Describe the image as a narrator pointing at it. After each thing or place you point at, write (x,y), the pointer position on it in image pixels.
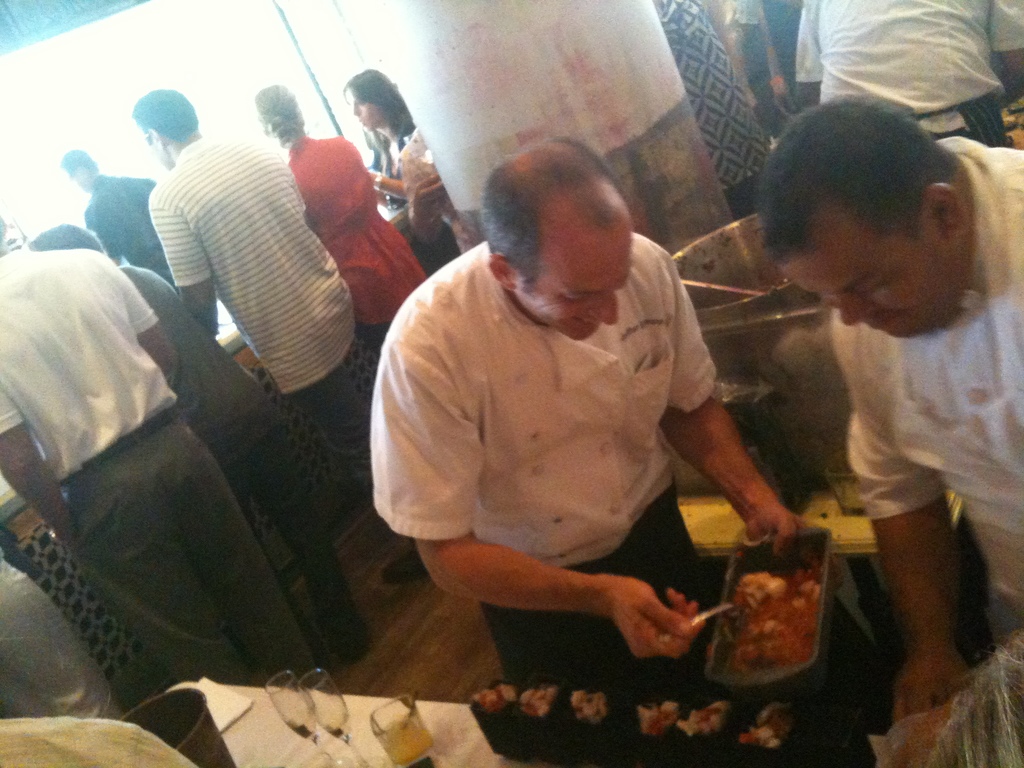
In the background (536,117) we can see a pillar (495,133) and the people (900,66). In this picture we can see a man (530,576), he is smiling and holding a box (817,556), spoon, we can see food (773,587) in the box (798,569). On the right side of the picture (966,330) we can see the men (970,309) standing. At the bottom portion of the picture (592,743) on the platform (258,735) we can see glasses (318,737) and few other objects (818,740).
